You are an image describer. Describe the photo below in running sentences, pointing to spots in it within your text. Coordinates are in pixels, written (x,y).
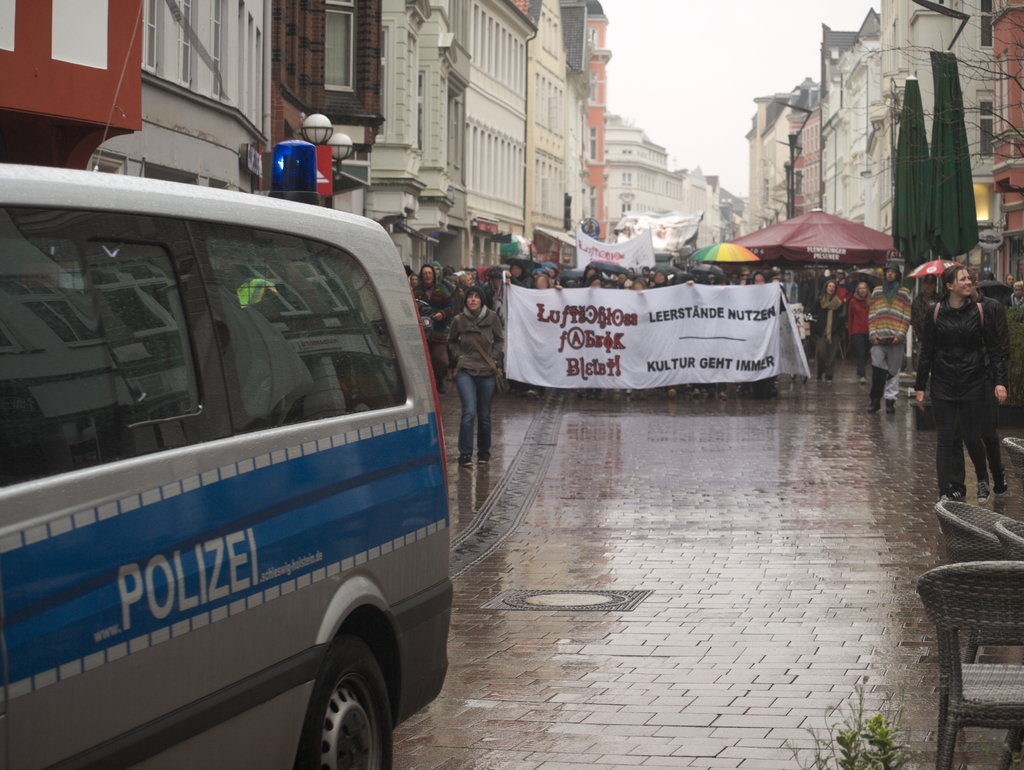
In the center of the image (565,286) there are people (517,274) walking on road (716,400). To the left side of the image (213,192) there is van (88,192). In the background of the image (473,244) there are buildings (583,135). In the right side of the image (980,509) there is a chair (989,519).
